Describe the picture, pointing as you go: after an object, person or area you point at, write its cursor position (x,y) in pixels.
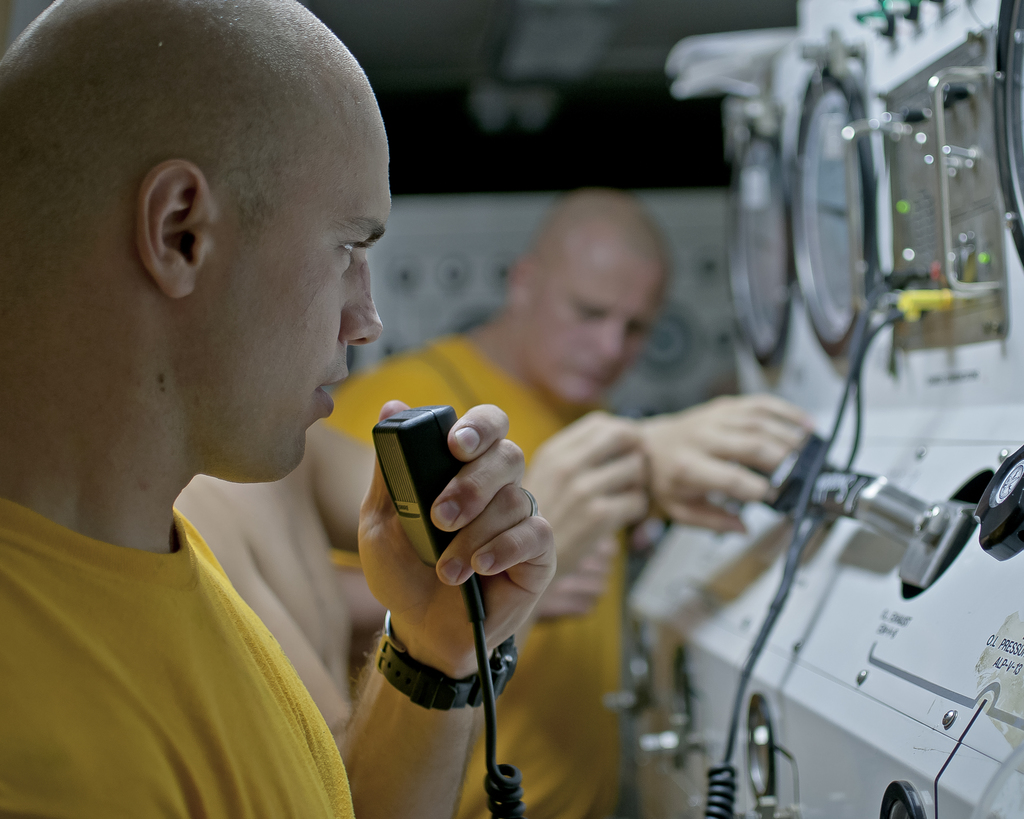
In this image, we can see persons (173,654) wearing clothes (120,664). There is a person (132,424) on the left side of the image (155,664) holding a microphone (400,496) with his hand (462,568). There is a control panel (896,450) on the right side of the image (912,624).
